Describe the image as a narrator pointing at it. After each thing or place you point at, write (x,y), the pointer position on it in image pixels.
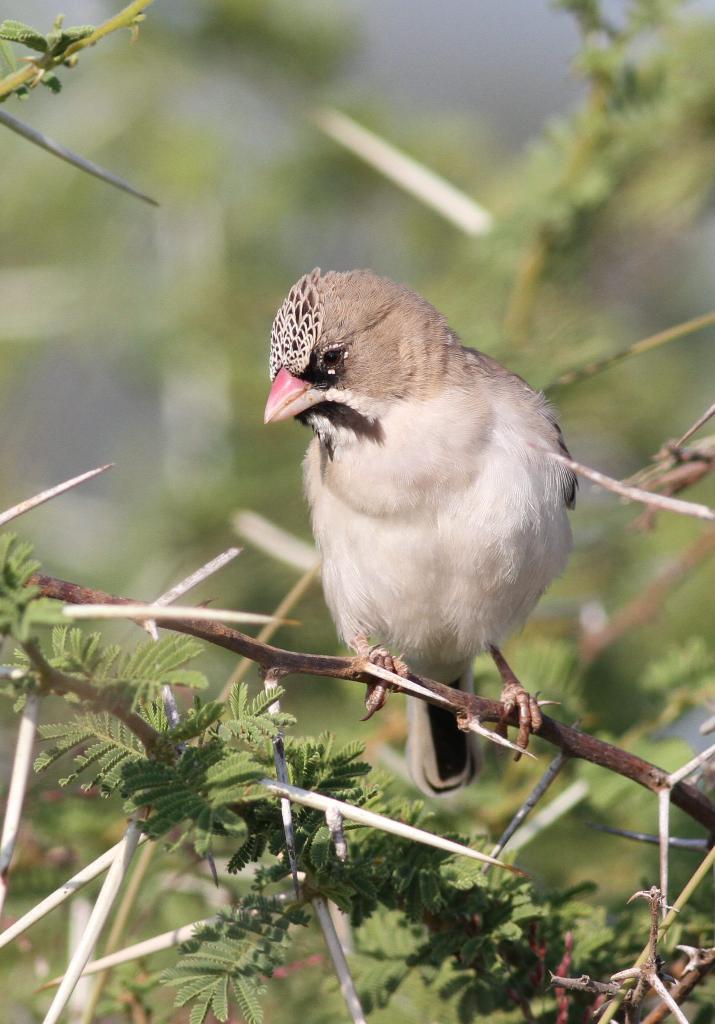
In this image in the middle (456,594), there is a bird (422,586). At the bottom (397,759) there are trees (242,733), stems (289,785), leaves (193,728). In the background (703,680) there are trees (499,197).
